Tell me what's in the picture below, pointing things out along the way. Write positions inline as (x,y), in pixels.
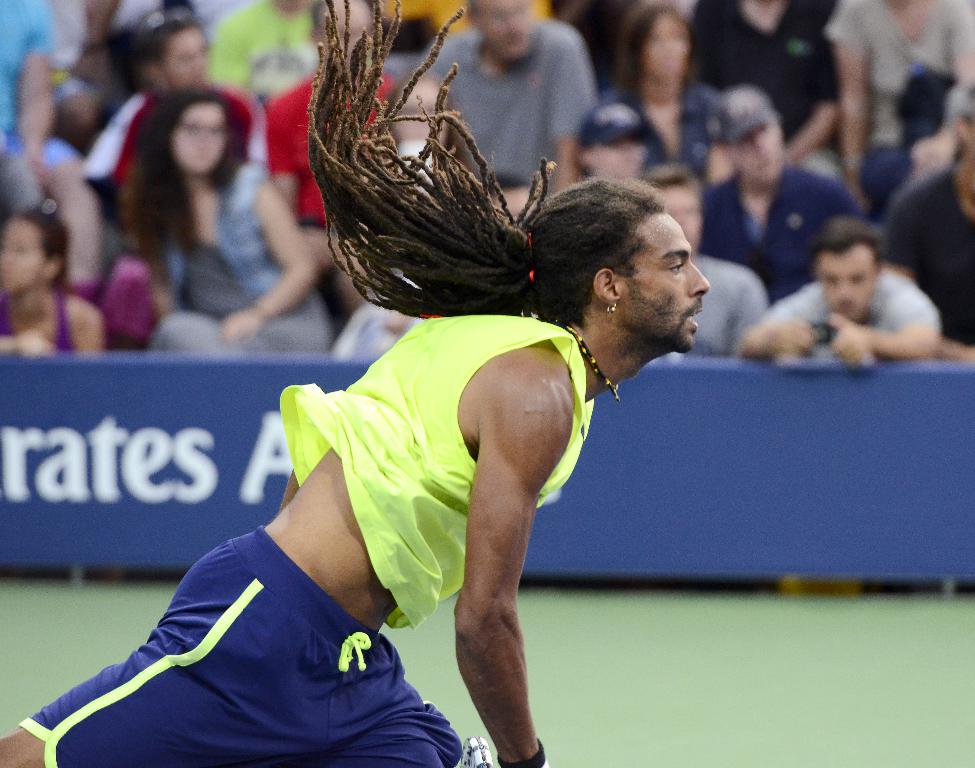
In this image there is a person (398,514) running on the court (786,622). There is a banner (135,450) having some text (135,438). Top of the image (268,120) there are people (295,52). Right side (851,308) there is a person (794,332) holding an object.
